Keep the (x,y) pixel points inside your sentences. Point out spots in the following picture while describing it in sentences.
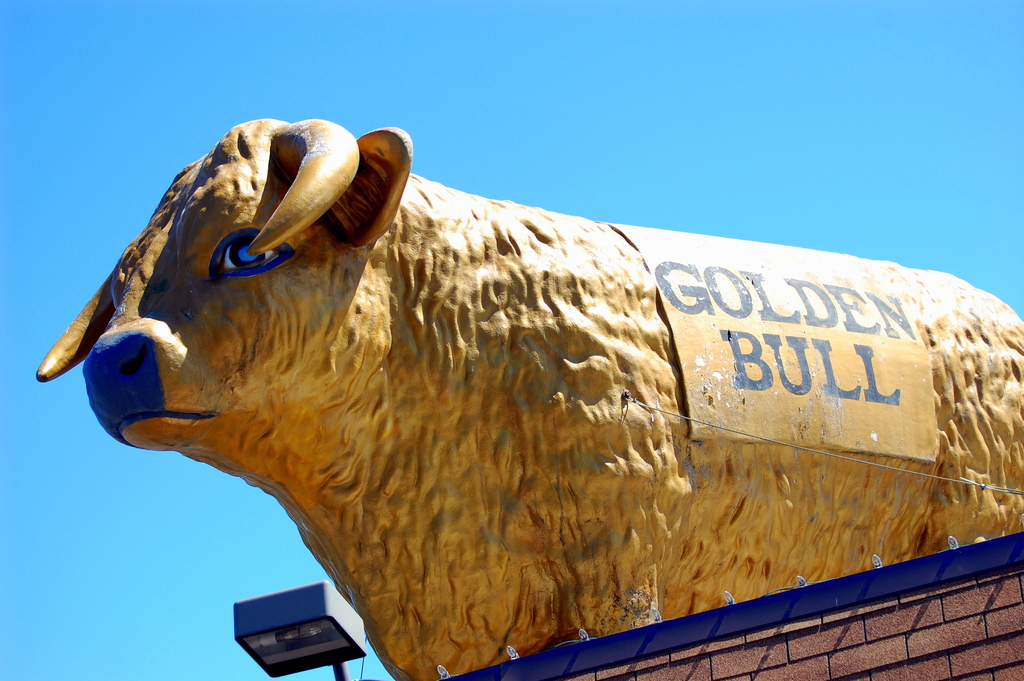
In this image in the center (379,444) there is a bull (592,437), statue (577,437) and on the statue (554,437) there is a board (820,324). On the board (781,324) there is text (754,340) and at the bottom (293,626) there is wall (966,665) and light (310,626), and at the top of the image (100,86) there is sky (203,488).
